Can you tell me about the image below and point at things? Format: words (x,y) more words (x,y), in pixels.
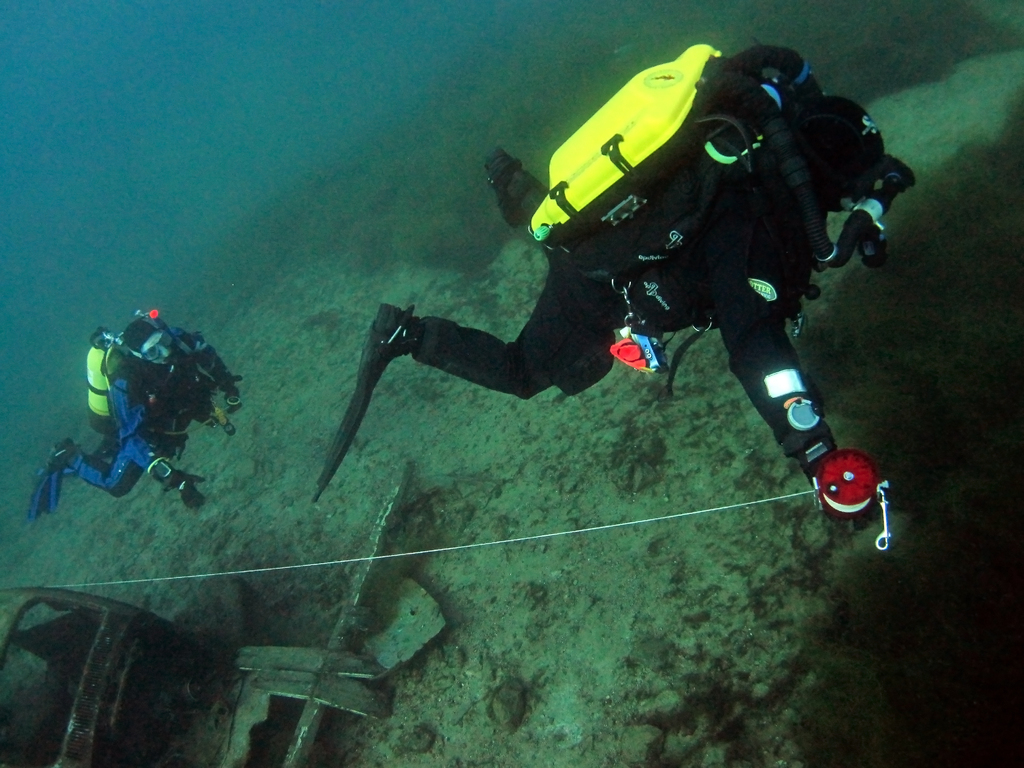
In the image we can see two people (146,364) swimming, they are wearing a swimming suit (141,428) and on their back (118,396) there is an oxygen cylinder (95,399). Here we can see an object (130,692).
